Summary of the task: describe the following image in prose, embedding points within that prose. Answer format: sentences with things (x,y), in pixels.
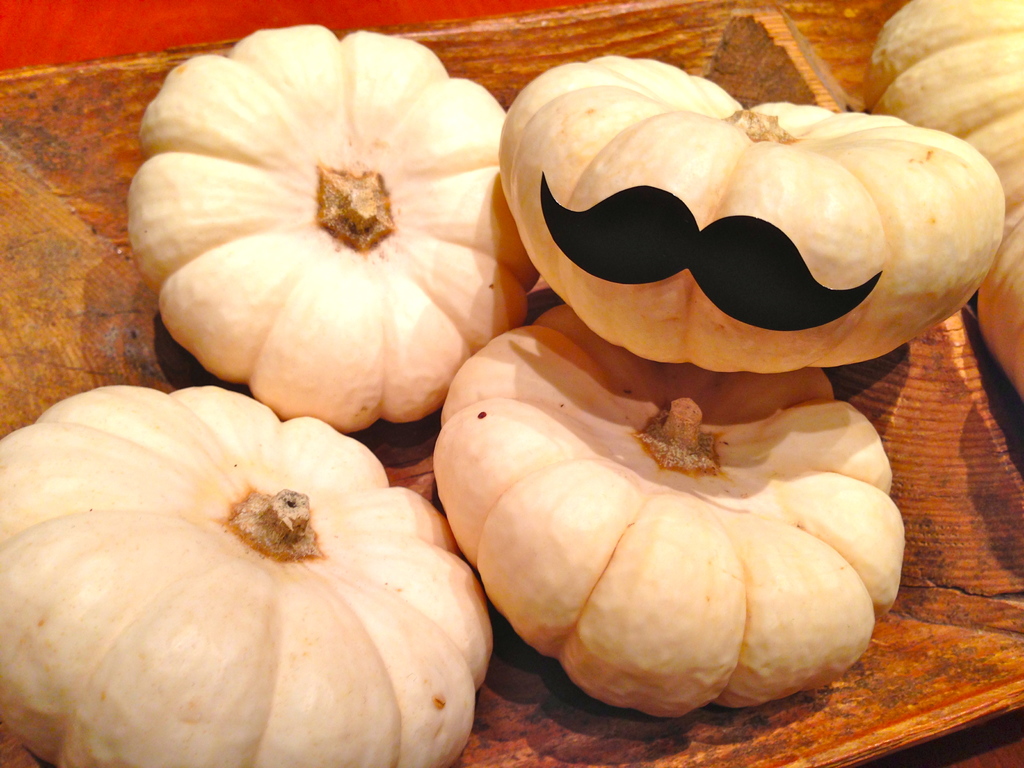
This image consists of pumpkins (142,415) kept in a wooden basket (29,196). It is kept on the floor (16,30).
